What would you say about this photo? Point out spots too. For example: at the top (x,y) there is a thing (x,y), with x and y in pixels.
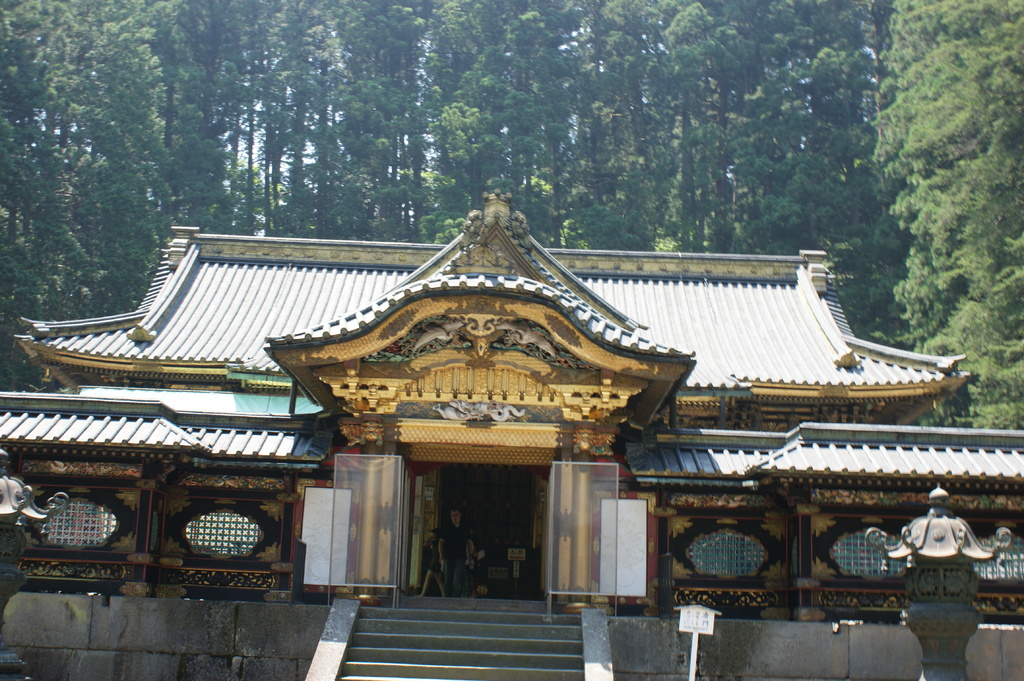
In this image I can see a person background (482,434) the building (822,487) is in black and gold color, trees (485,135) in green color.
